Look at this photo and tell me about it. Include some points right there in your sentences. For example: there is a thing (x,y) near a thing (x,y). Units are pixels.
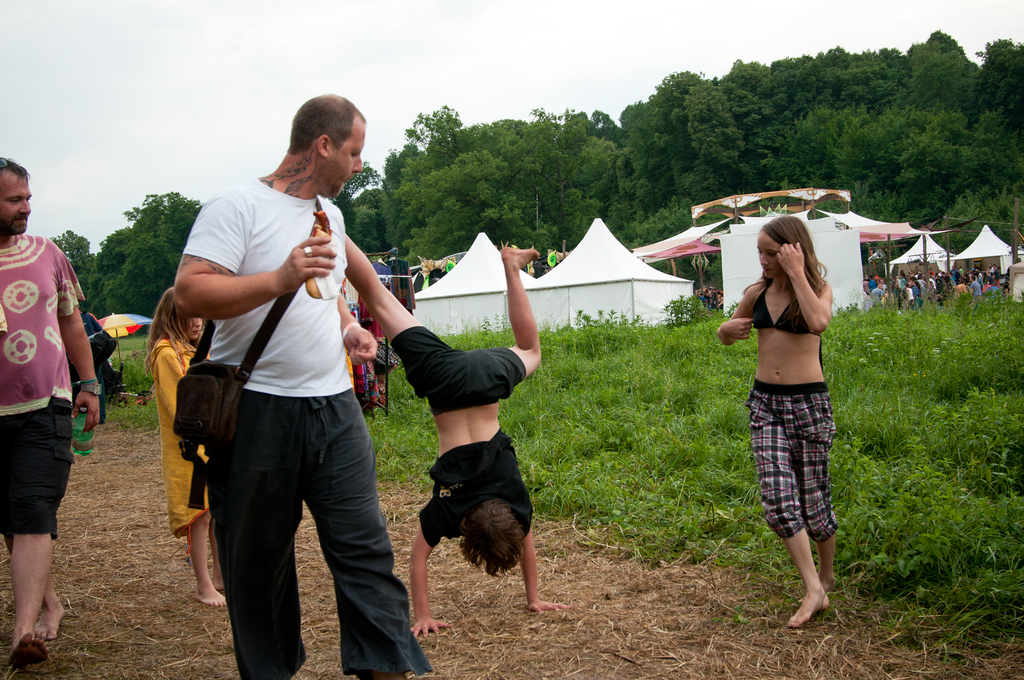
In the picture there is a path (143,521), on the path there are people (326,338) walking and the children (474,404) playing, beside there are plants (925,376), there is an umbrella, there are tents (859,219) present, near the tents (992,248) there are many people (979,291) present, there are trees (860,153), there is a cloudy sky (519,50).
